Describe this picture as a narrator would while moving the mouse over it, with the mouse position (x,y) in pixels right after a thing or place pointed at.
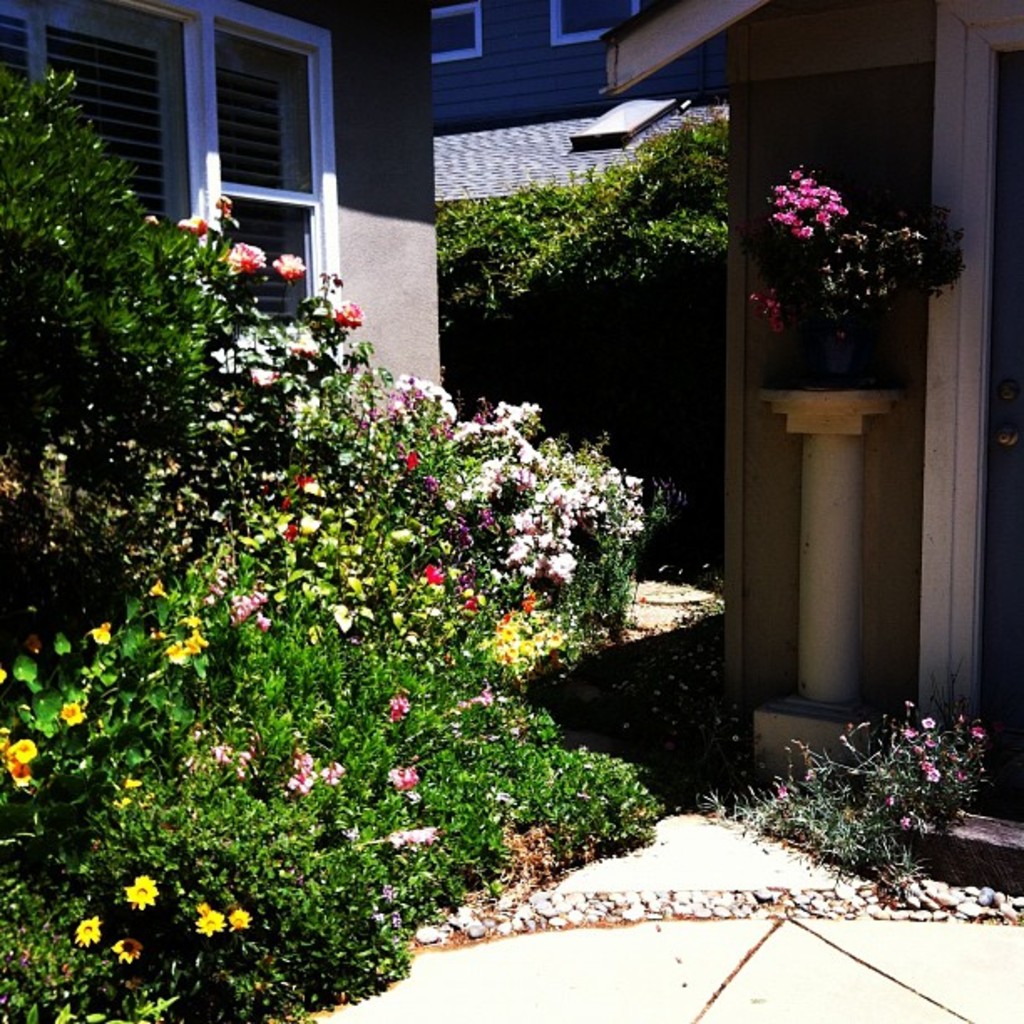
In this picture we can see plants (320,698) with flowers (473,600), here we can see a pot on a platform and in the background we can see buildings (832,39) with windows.
